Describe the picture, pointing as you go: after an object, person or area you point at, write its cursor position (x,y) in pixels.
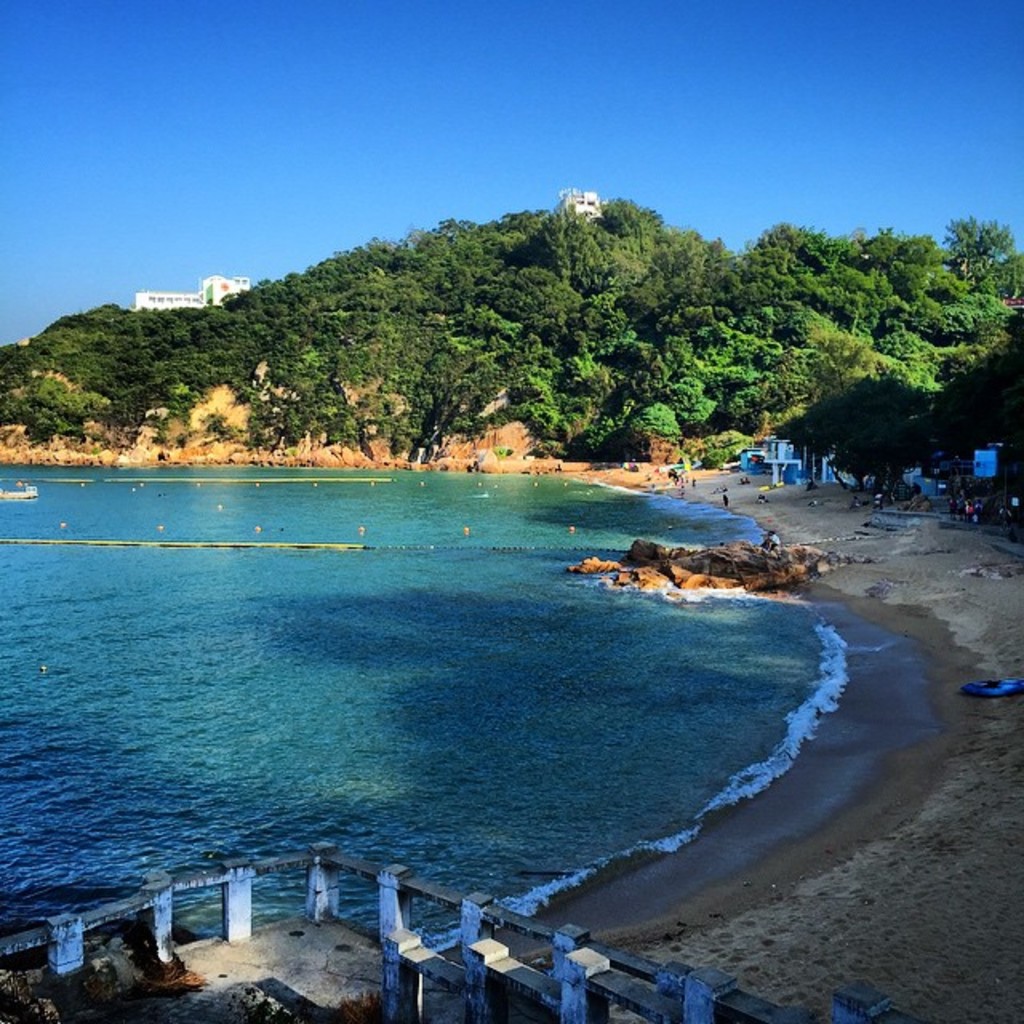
In this image at the bottom (873,707) there is a beach (844,782) and sand (803,846) and a railing (493,942), in the background (870,351) there are some trees (436,354) mountains (694,382) and some people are swimming and some are walking near the beach (795,494) and also there are some buildings (778,466). On the top of the image (483,148) there is sky (759,126).
